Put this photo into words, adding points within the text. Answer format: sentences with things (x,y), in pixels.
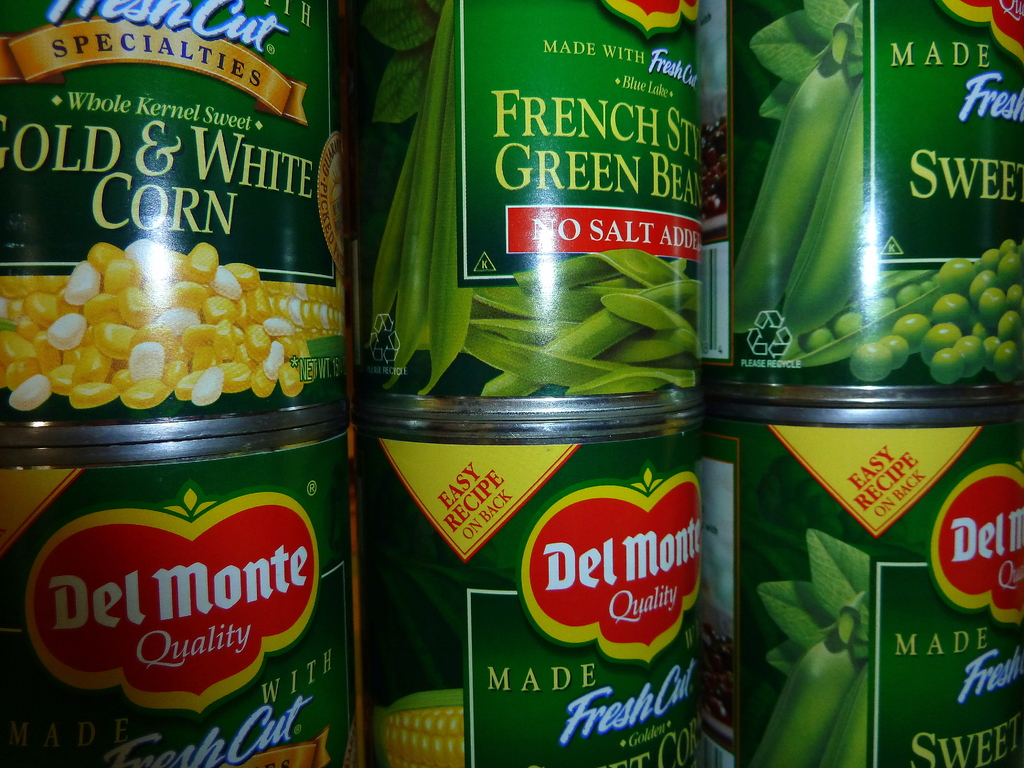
In this picture we can see six tins (271,243), we can see some text (239,119) on these tins (603,444).
